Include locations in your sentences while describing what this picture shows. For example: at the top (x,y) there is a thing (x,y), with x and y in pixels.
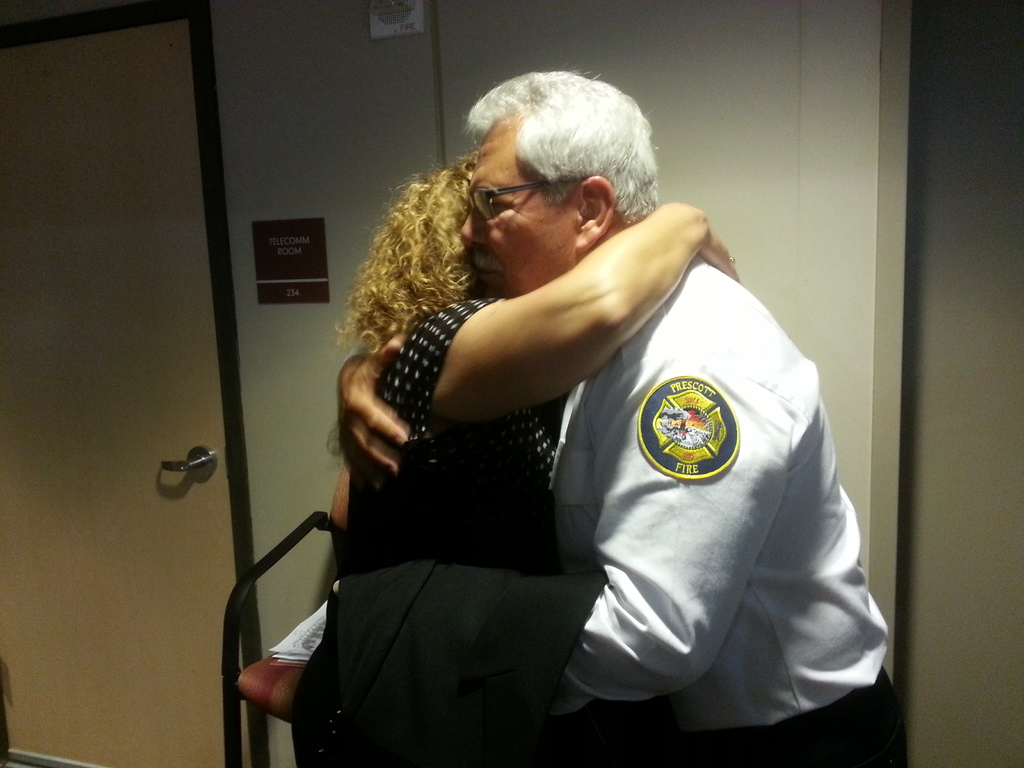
In this image in the center (636,339) there is one man (625,386) and one women (417,524) who are hugging each other, and in the background (171,559) there is a wall (254,184) and door (117,586).
